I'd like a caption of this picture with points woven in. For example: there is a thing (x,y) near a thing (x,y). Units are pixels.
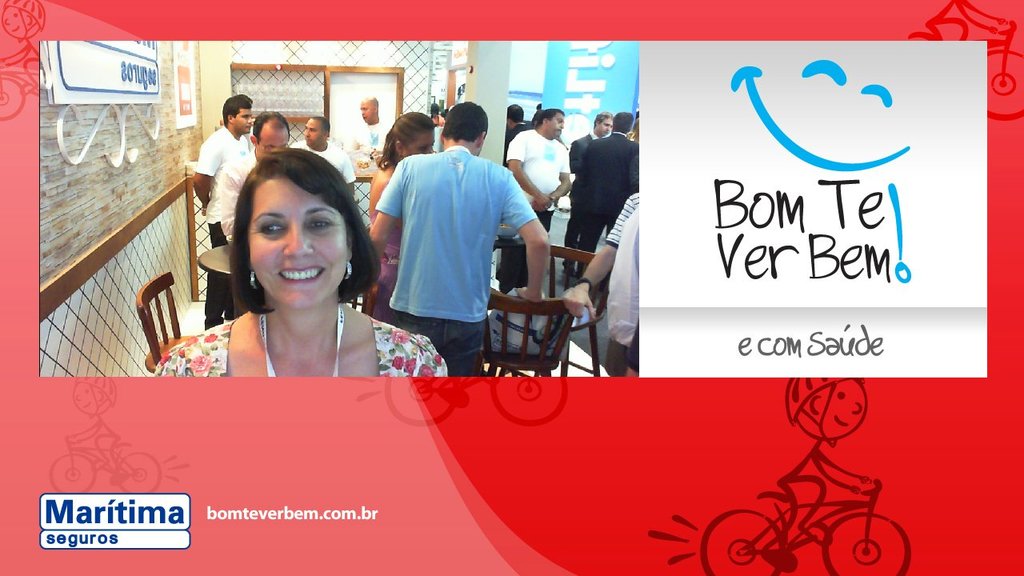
This is an edited image. in this image we can see a group of people (268,277) standing. We can also see some text (857,327) on the right side (781,348).
